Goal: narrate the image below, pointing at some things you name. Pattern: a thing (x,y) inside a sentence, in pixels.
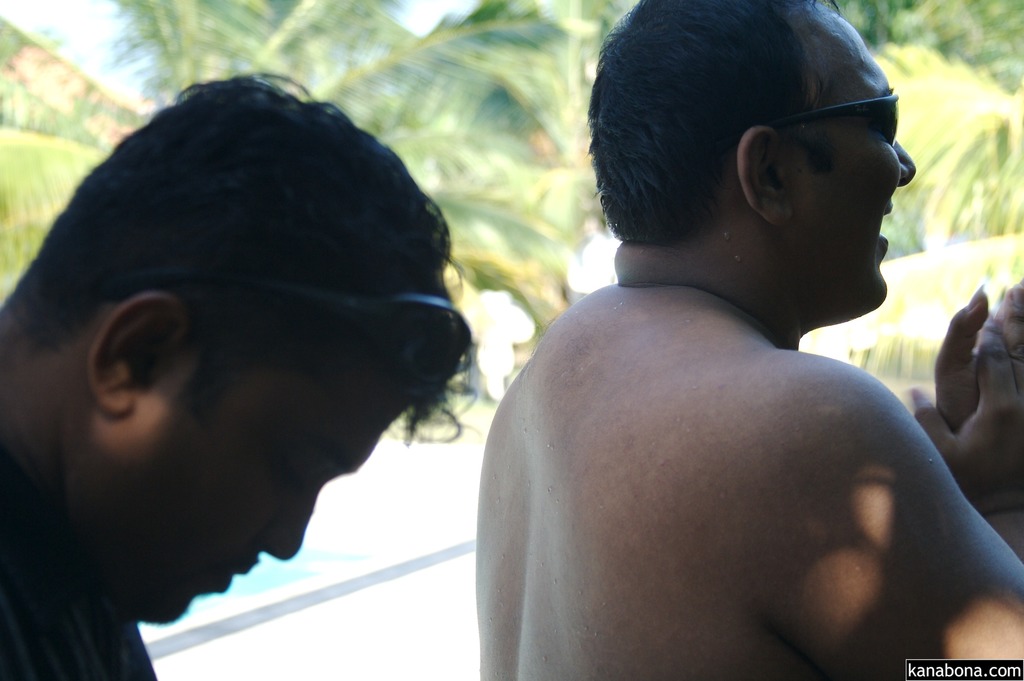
The man (739,307) on the right side of the picture (750,324) wearing goggles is clapping his hands (962,479) and he is smiling. Behind him, we see a man (120,428). In the background (546,214), there are trees (499,166) and it is blurred in the background (479,173).
